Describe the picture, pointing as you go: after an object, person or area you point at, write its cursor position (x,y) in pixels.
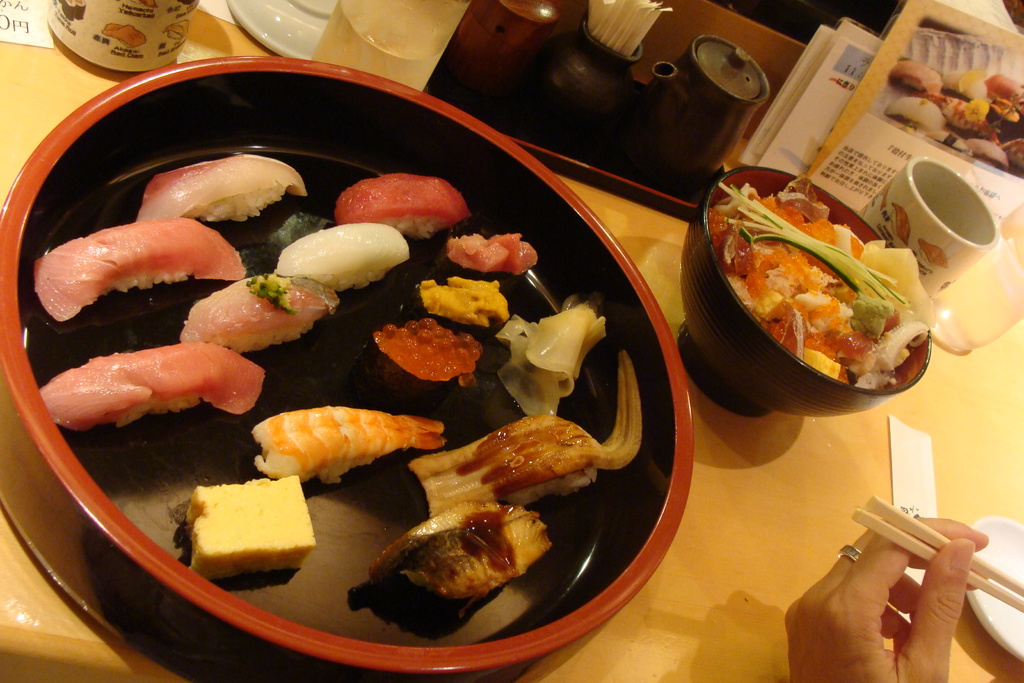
here in this picture we can see different food items (176,240) which is placed in bowl (184,586) on a table (1,602), here we can see a hand (960,540) with chopsticks (903,544), we can also see a books (910,143) and a cup (967,261).
